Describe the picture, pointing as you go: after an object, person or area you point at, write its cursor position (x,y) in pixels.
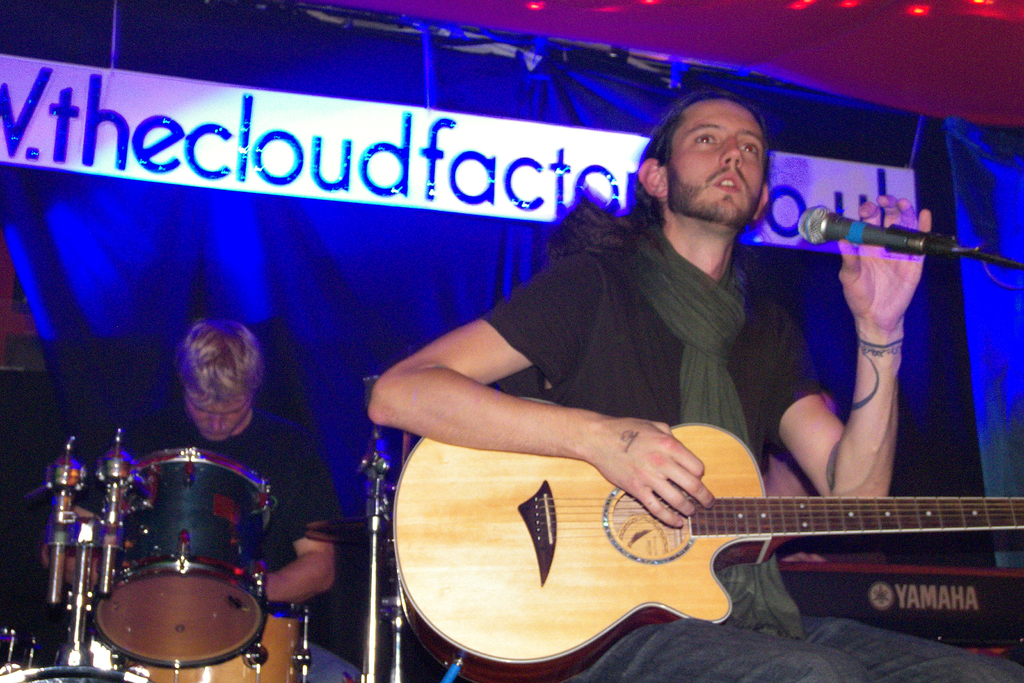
A man (562,268) is holding a mic (844,222) in his left hand (876,259) and a guitar (684,551) in his right hand (671,528).
